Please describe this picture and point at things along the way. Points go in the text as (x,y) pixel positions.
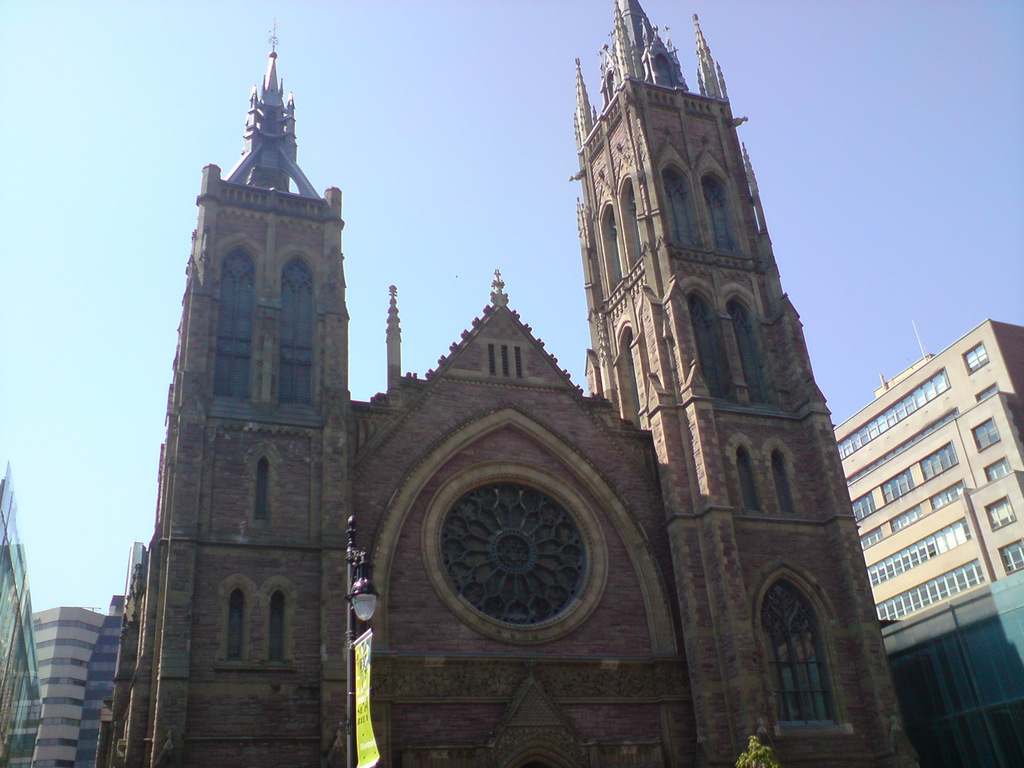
In this image we can see one big church (874,716) in the middle of the image (606,494), some buildings (986,632), one tree (756,745), one light (352,642) with pole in front of the church (305,681) and at the top (191,38) there is the sky (780,61).
